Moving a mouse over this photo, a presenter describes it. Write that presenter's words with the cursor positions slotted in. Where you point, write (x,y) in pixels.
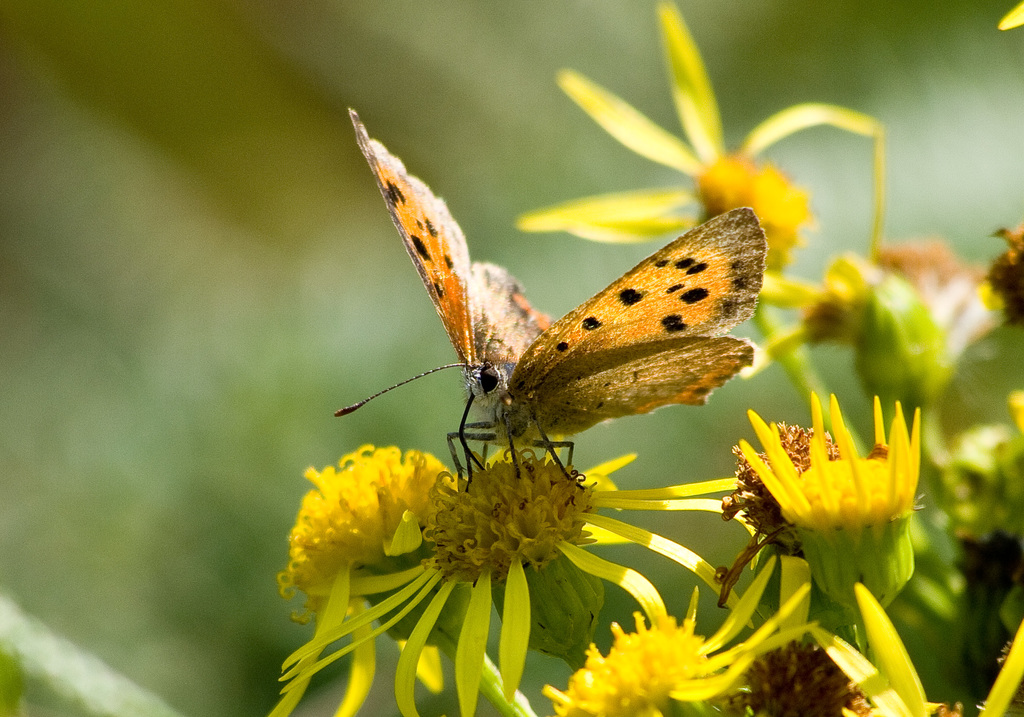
In this image I can see a butterfly (508,372) visible on the yellow color flowers (607,462) and I can see yellow color flowers (469,624) at the bottom (758,595).
